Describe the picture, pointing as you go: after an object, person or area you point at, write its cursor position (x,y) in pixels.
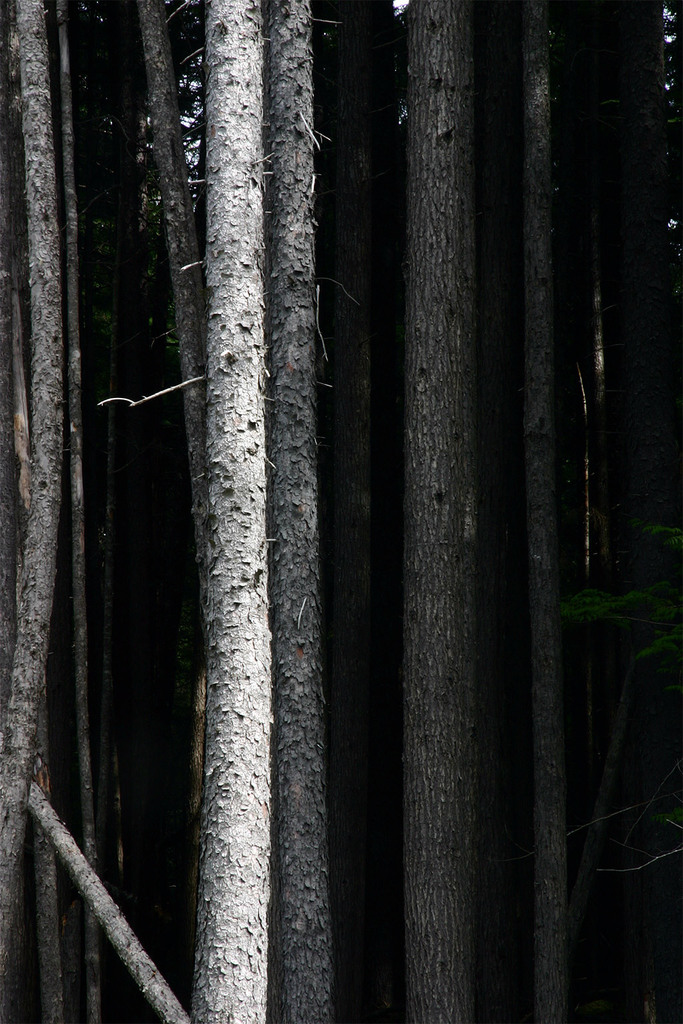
In this picture there are trees (314,232).
